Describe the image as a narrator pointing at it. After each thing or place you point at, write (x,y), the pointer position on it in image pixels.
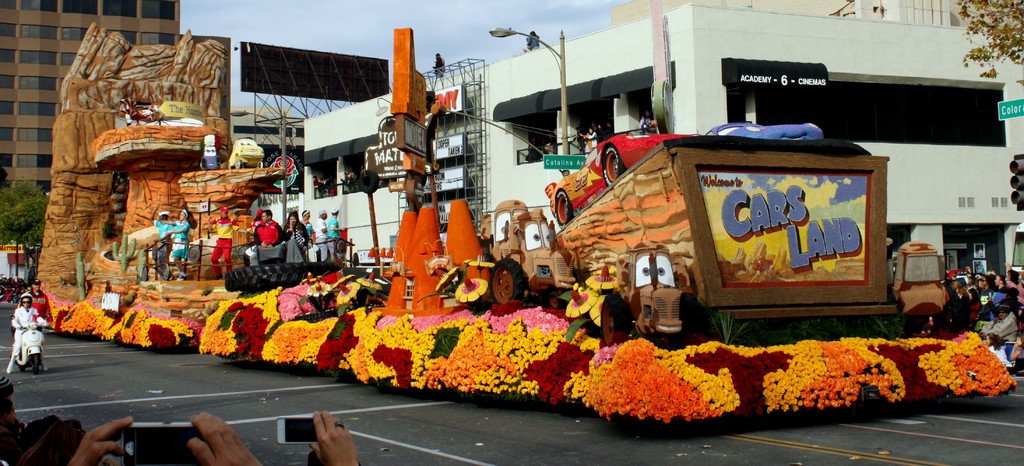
In this image I can see buildings (589,95), street light pole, the sky (353,52) and trees (1,190) and a design and colorful vehicle (404,223) visible on the road (67,355) and on that vehicle (71,215) I can see few persons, at the bottom I can see a person hand (340,436) which is holding a mobile phone (297,433) and I can see a person (8,360) visible on bike (28,357) on the left side (17,355) and I can see a few persons (988,291) visible on the right side (892,271).
